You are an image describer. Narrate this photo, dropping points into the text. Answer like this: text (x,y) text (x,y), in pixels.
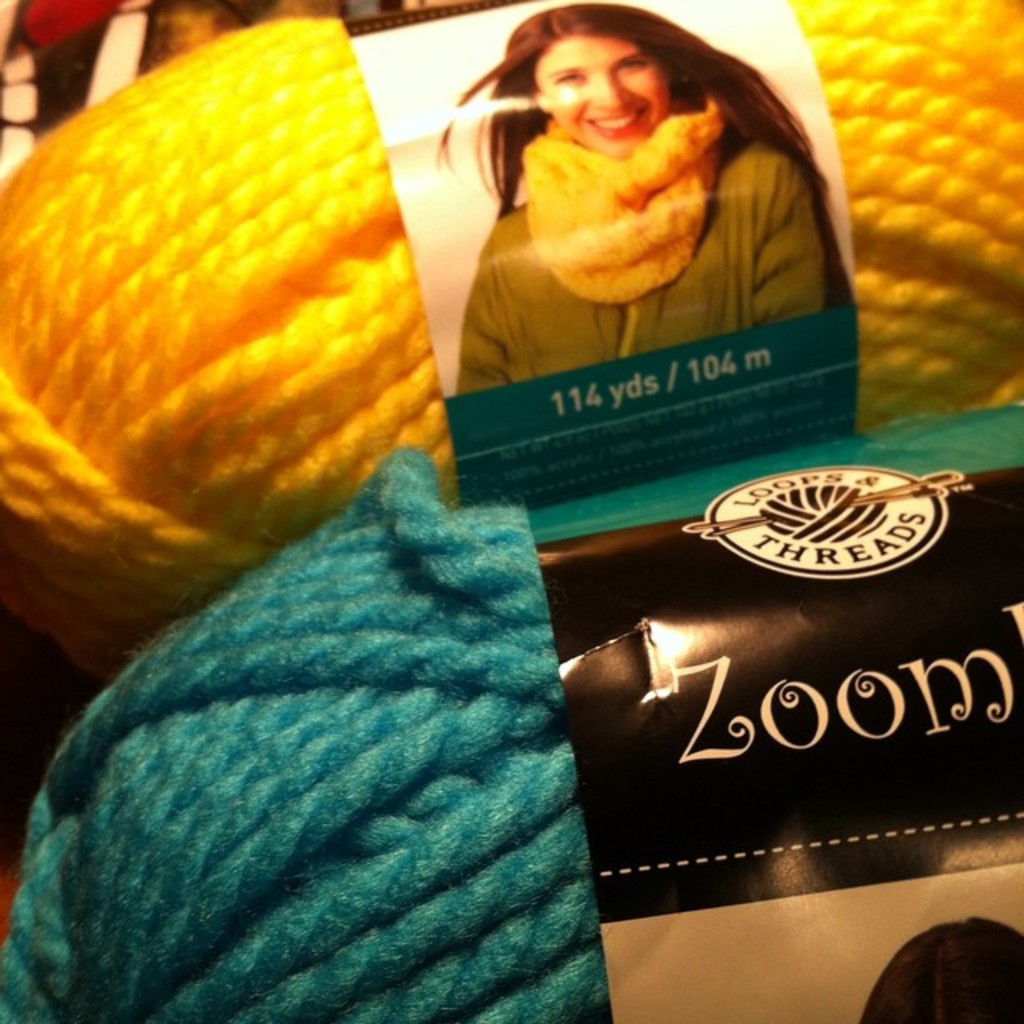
In this image I can see two woolen thread balls (278,576) and they are in yellow and blue color and I can also see two stickers (545,429) attached to it.
